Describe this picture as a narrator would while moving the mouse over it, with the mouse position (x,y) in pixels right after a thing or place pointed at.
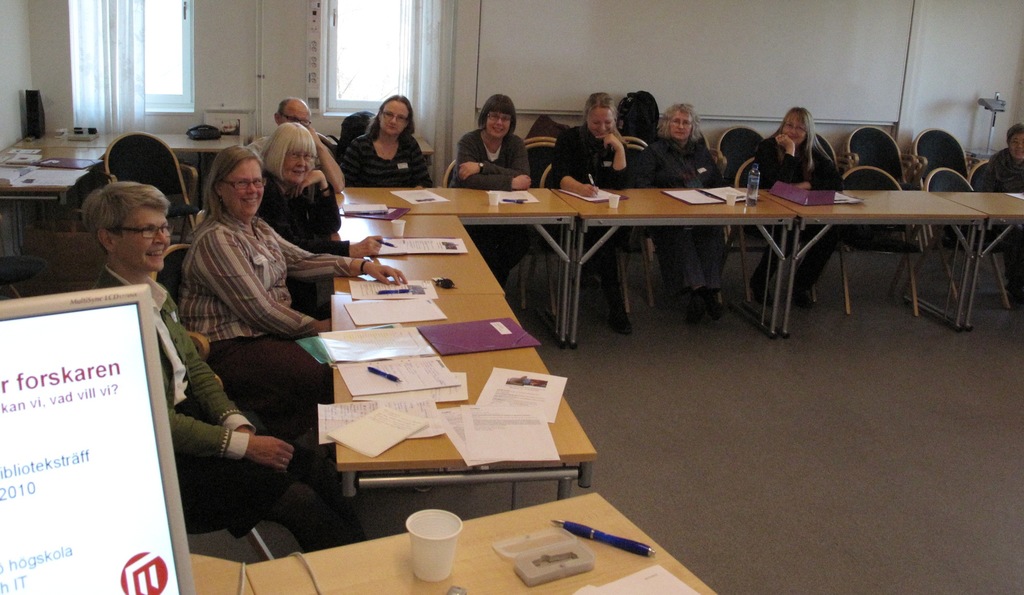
In this image there are few persons (784,145) sitting on the chair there are few papers (424,293), pens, file (461,345) on a table (468,297), in front of a woman (136,268) there is a monitor (117,311). At the background (167,174) i can see a chair (171,162), a table (188,139), a window (161,82), a curtain (130,77), and a wall (214,79).
